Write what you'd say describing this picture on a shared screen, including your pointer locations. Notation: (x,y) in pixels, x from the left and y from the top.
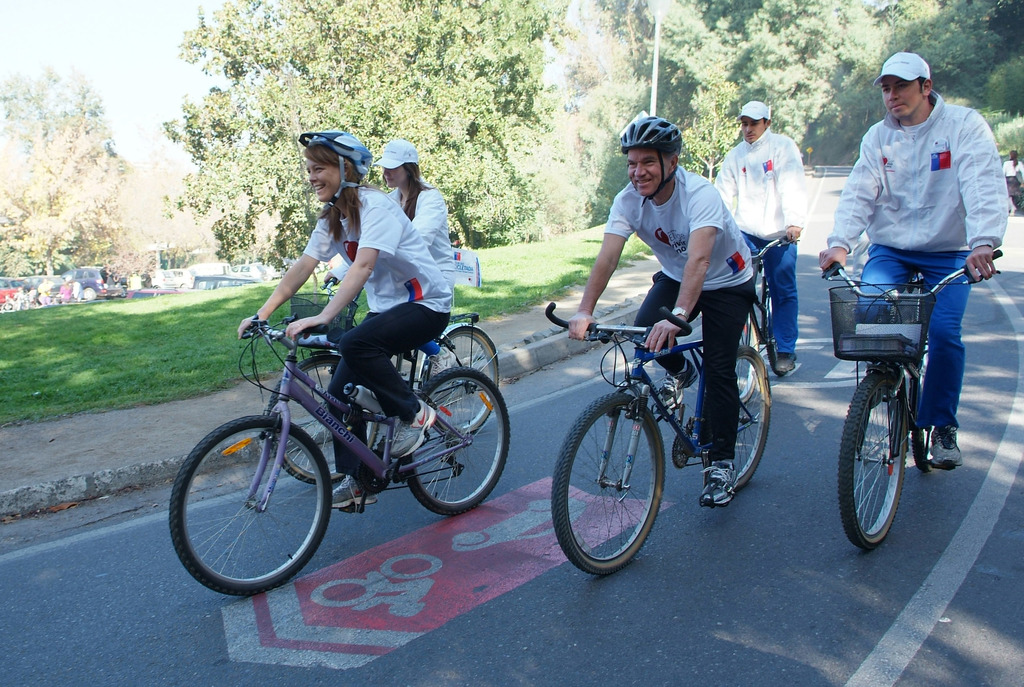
In this image there are group of persons (713,374) who are riding bicycles (460,473) on the road (666,503) at the background of the image (304,207) there are trees (430,122).
